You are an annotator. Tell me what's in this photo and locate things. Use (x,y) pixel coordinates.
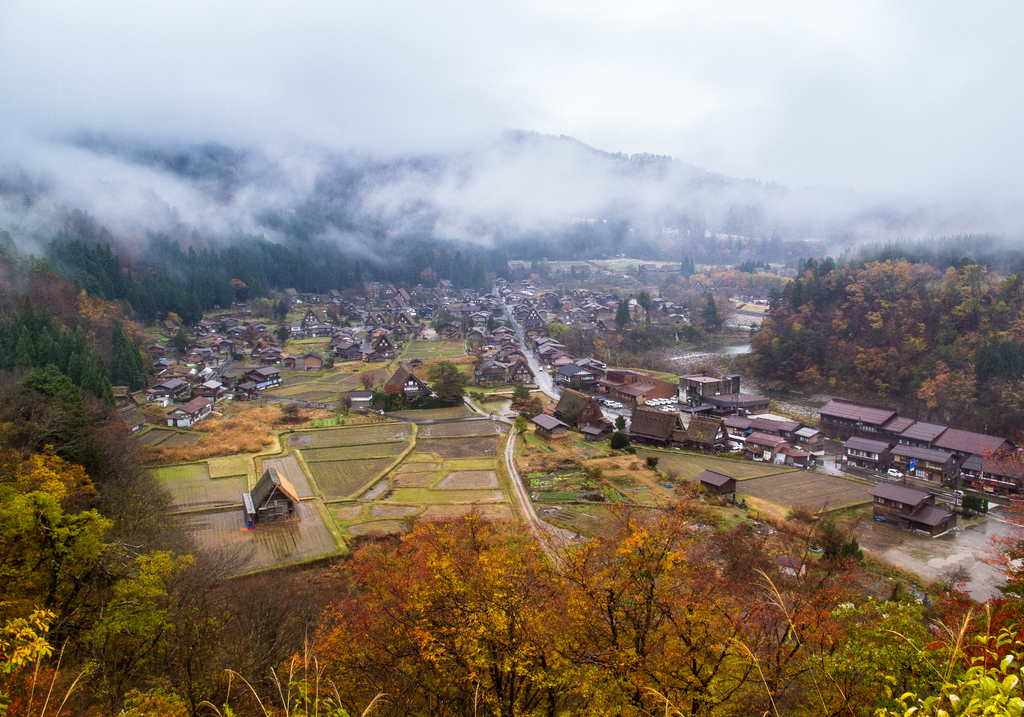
In this picture I can see at the bottom (516,631) there are trees (569,588), in the middle (604,309) there are houses (685,394), in the background (387,178) there are hills (157,258). At top (705,94) there is the cloudy sky (706,91).
